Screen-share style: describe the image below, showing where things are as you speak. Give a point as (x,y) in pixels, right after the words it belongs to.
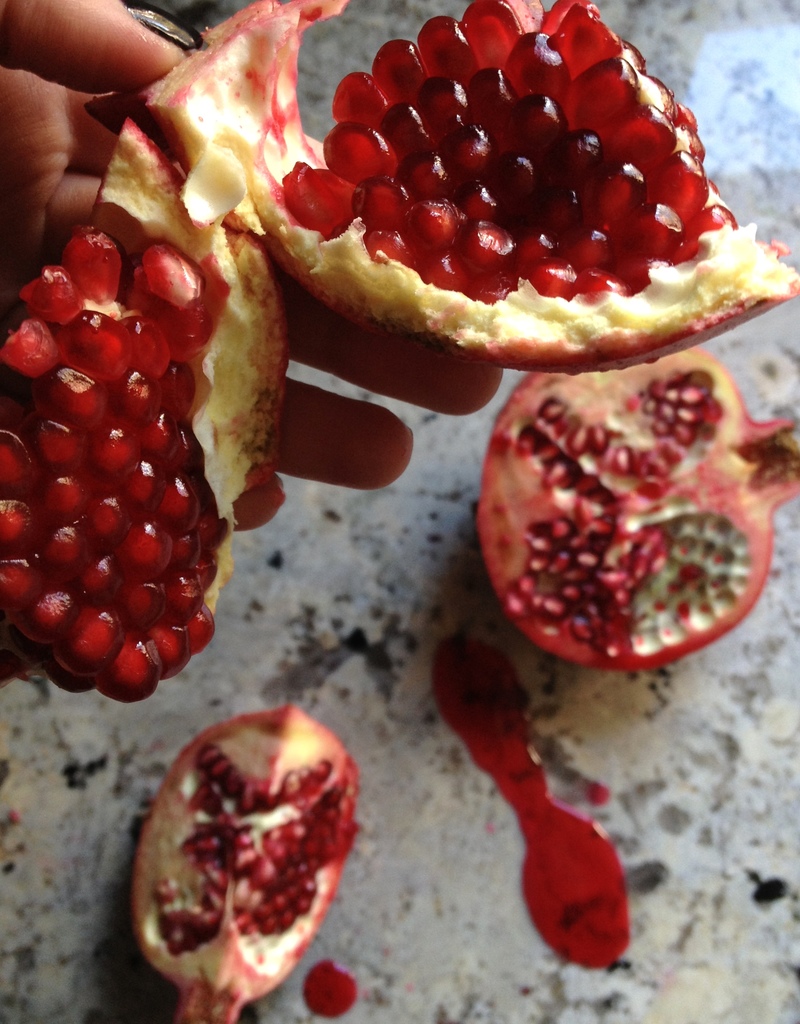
In this picture we can observe a pomegranate (168,453). Two pieces (589,585) were placed on the floor (349,571). One piece (185,278) was in the human hand (7,146). This fruit (200,272) is in red color.
